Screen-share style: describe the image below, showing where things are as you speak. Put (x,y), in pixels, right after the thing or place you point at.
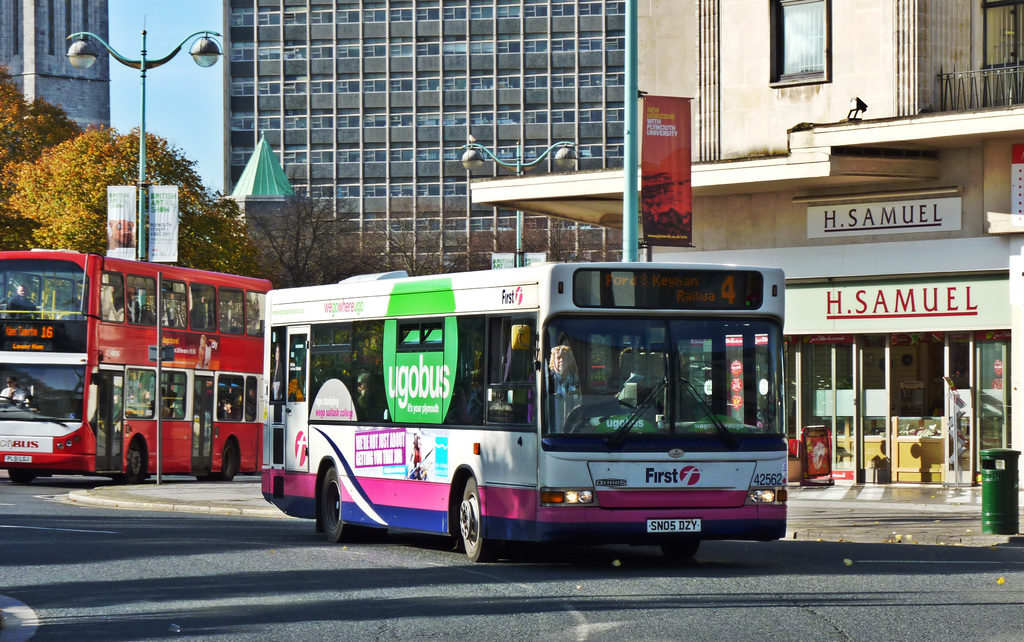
In this picture we can see buildings (443,69) with windows (473,75) and in front of the buildings (432,123) we have trees (149,165), pole (142,70), light (194,49), buses (284,351) on the road (517,593) and we have banner (670,112) sticked to the pole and here it is a bin (1009,514) on foot path (906,512).
